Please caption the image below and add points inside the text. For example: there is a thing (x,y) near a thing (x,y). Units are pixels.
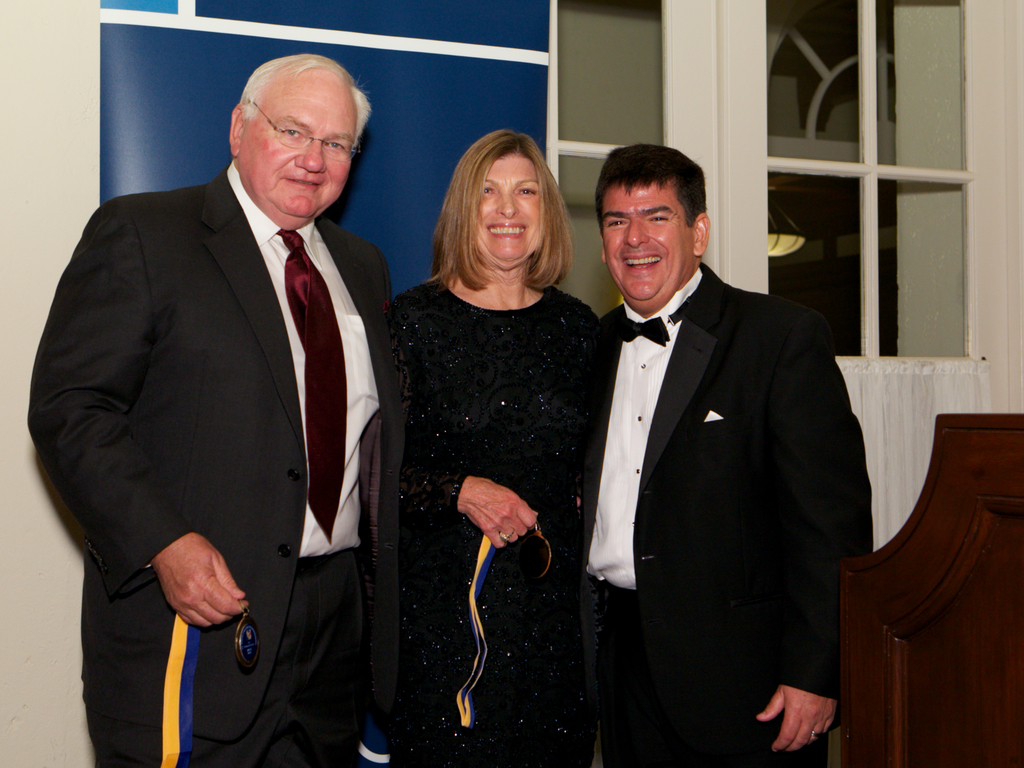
In the picture we can see two men (281,537) and one woman (554,743) standing together and smiling, men (102,501) are in black color blazers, ties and shirts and woman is in black dress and behind them we can see wall (499,34) which is blue in color and beside it we can see a window (868,304) with white color frame (738,143) and glass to it.
